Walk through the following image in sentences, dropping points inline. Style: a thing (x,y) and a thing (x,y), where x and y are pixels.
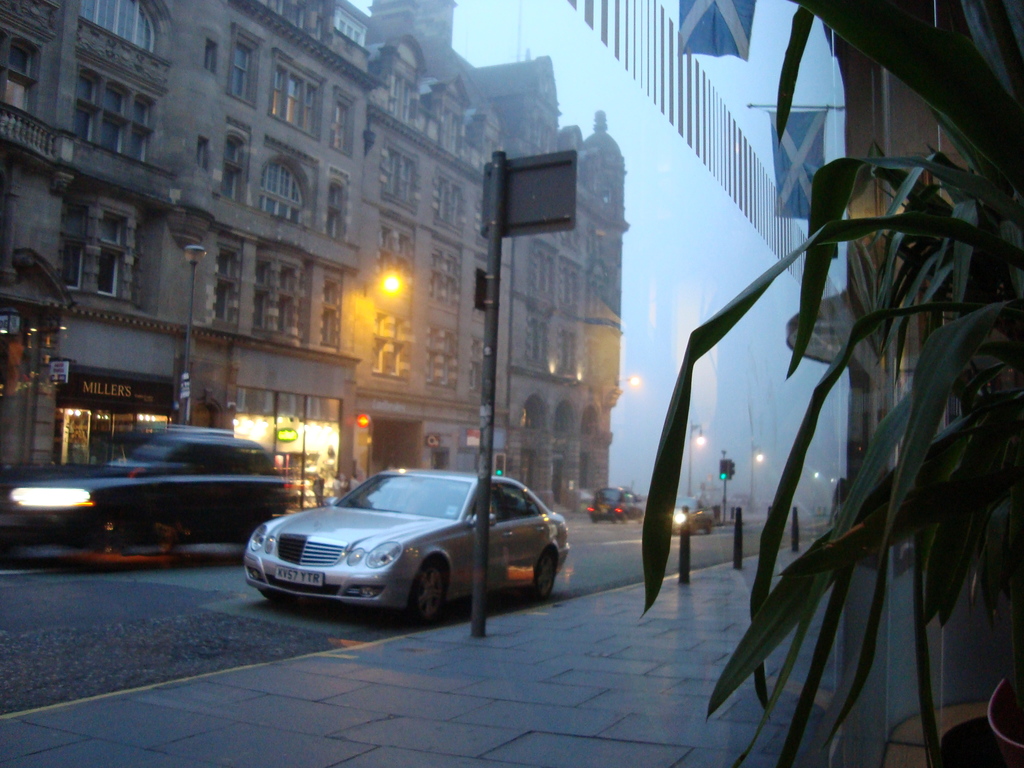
This picture is clicked in the city (276,348). Here, we see cars (321,565) moving on the road (134,589). On the left corner of the picture (228,362), we see a building (415,210) in grey color. Beside the car (321,526), we see a board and poles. We even see traffic lights (726,468) in the middle of the picture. On the right corner of the picture (786,479), we see plant (912,221) and flags (812,157) in blue and white color. There are many street lights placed on the road (789,526).
